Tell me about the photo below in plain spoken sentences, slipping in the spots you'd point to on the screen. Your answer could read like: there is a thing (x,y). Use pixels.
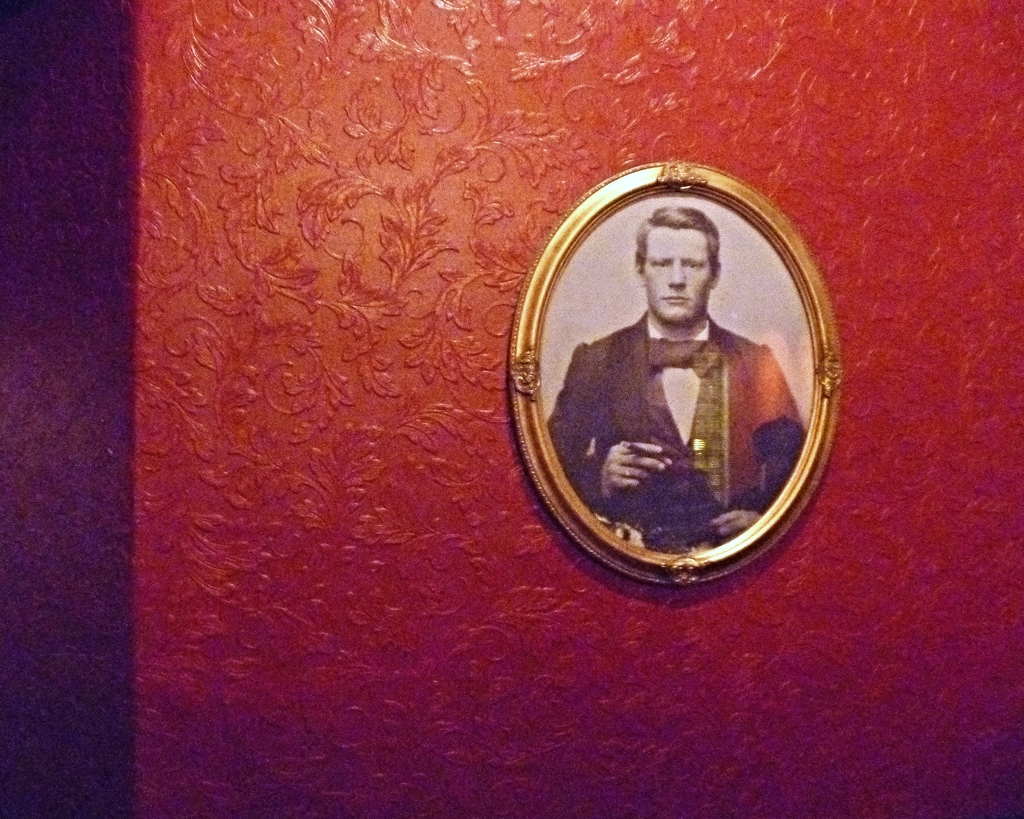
In this image there is a wall (333,364) with a picture frame (592,215) on it. The wall (340,631) is red in color and there is a picture (660,375) of a man (635,344) in the picture frame (635,344).
